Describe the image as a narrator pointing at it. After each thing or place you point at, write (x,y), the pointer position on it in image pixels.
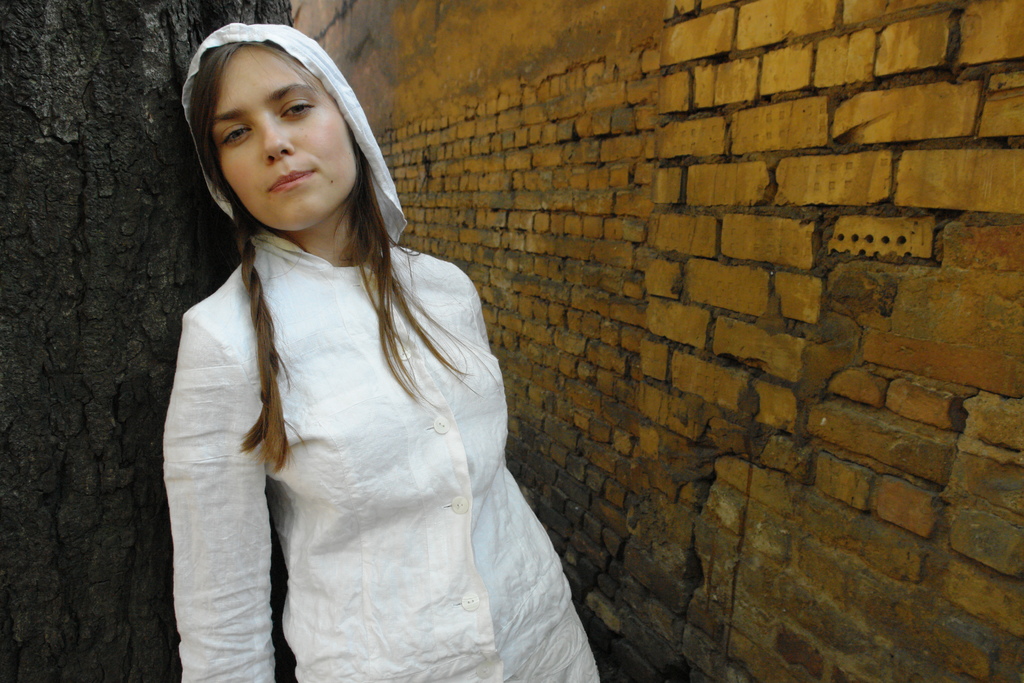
In this image we can see a lady (400,376). On the right side (792,180) there is a brick wall (822,303). She is leaning to a wood (97,317).
